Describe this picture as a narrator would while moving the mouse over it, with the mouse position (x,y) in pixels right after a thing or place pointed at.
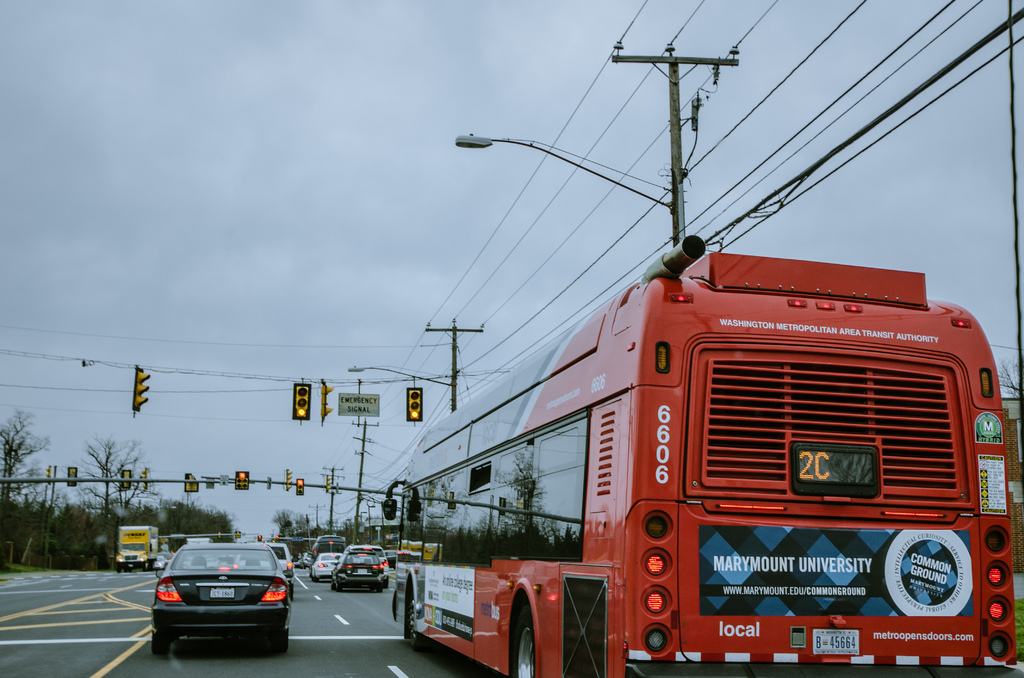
In this image we can see vehicles (255,620) on the road (398,644), traffic signal poles (295,482), street lights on the poles (331,470), wires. In the background (379,505) we can see trees (102,475) and clouds (284,174) in the sky (196,105).
